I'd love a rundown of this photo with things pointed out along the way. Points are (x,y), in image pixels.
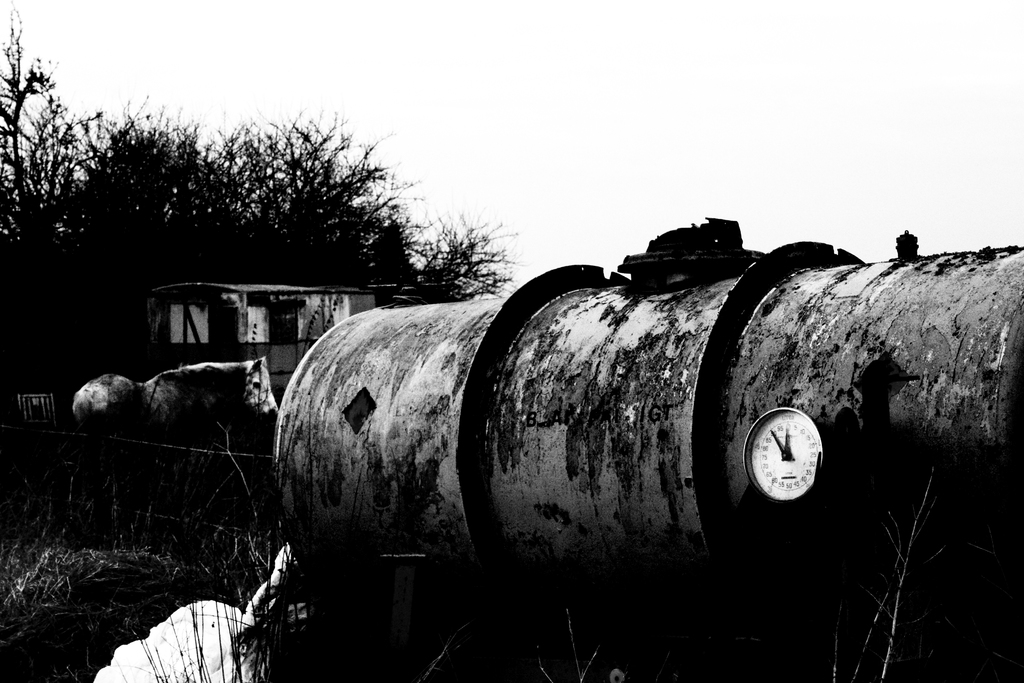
It is a black and white image there is a machine (419,375), it looks like a tanker (741,439) and there is a clock (790,436) kept in front of the machine (670,480). On the left side (69,324) there are a lot of plants (181,249) and there is some vehicle (270,324) kept in front of the plants (456,263).
